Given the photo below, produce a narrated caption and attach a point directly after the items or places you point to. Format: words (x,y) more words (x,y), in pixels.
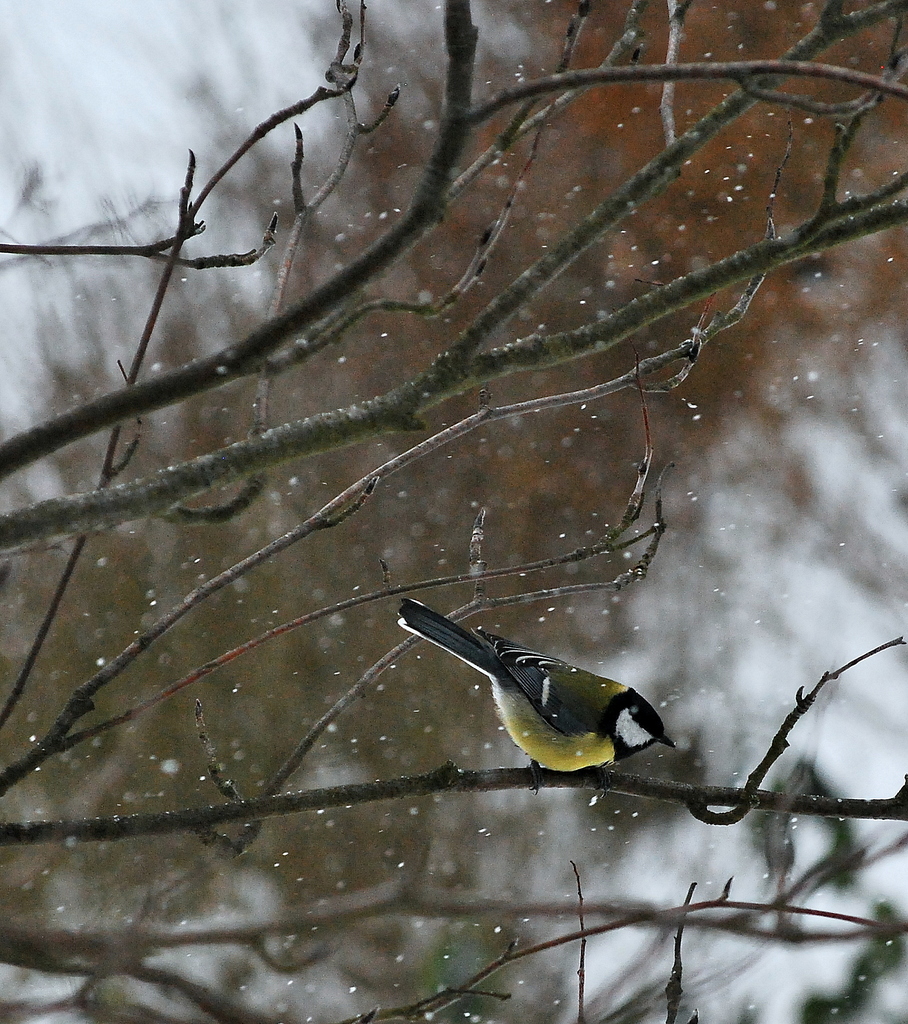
In this image we can see a bird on the branch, here is the snow (695,415), the background (7,604) is blurry.
